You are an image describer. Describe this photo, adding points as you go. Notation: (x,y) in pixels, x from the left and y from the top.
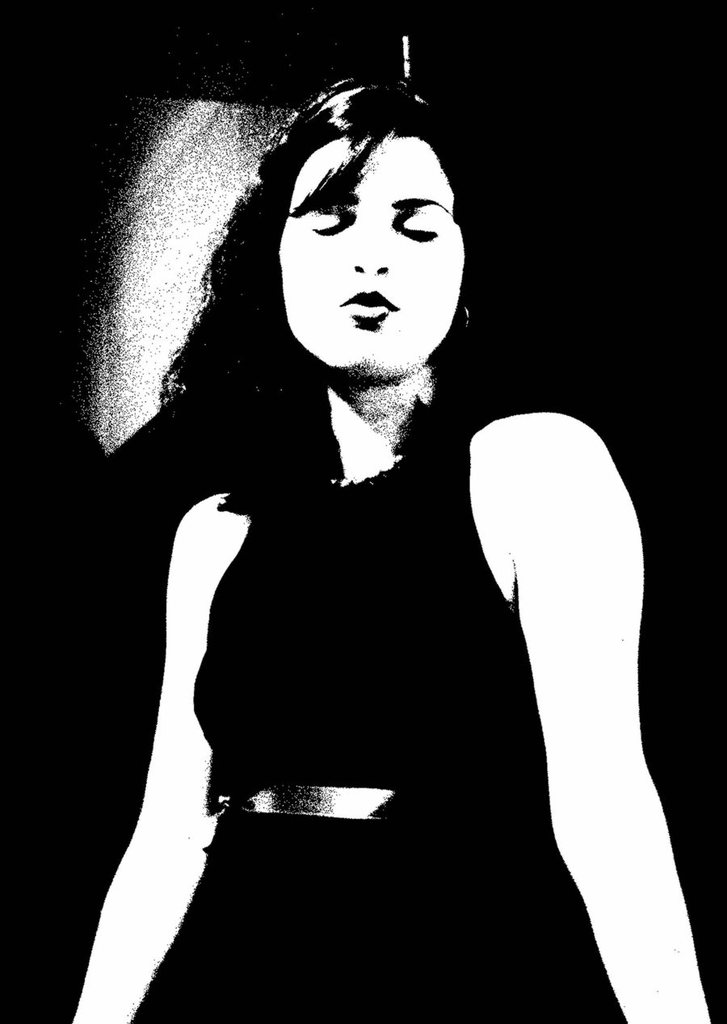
This image consists of a woman (416,188). The background (90,48) is very dark in color. This image is taken may be in a room (547,350).
